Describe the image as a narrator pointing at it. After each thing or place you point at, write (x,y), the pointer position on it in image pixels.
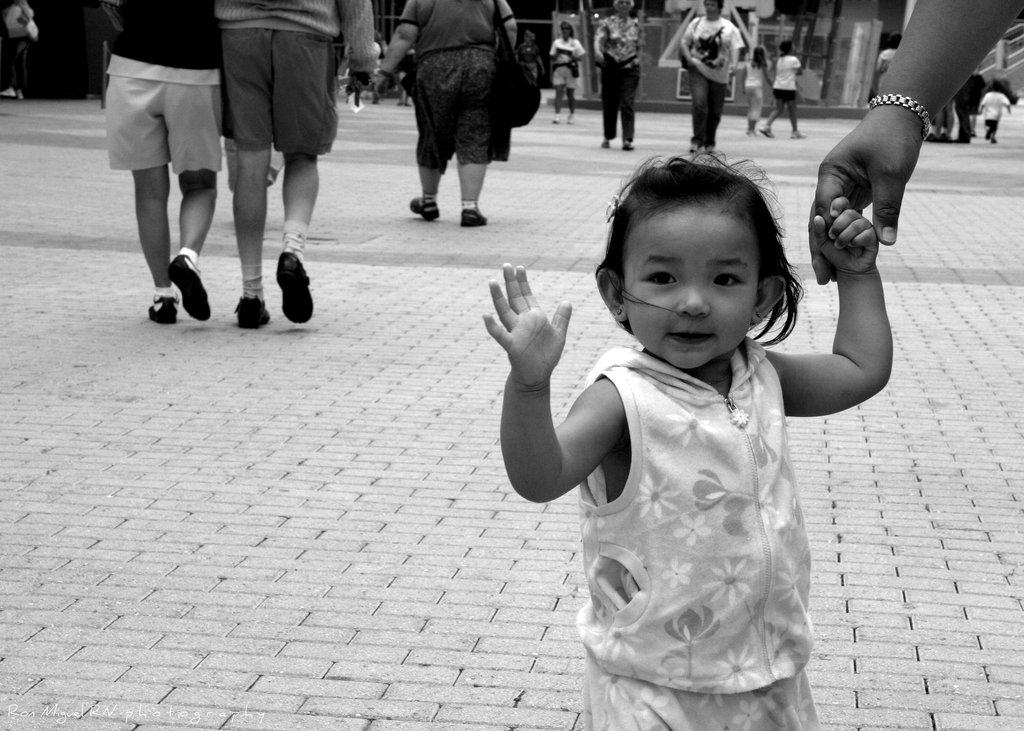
On the right side of the image (797,409) we can see a kid (673,550) holding a hand (825,235) of a person (932,53). In the background (610,81) there are people (478,104) walking. At the bottom (144,586) there is a road (347,617).
